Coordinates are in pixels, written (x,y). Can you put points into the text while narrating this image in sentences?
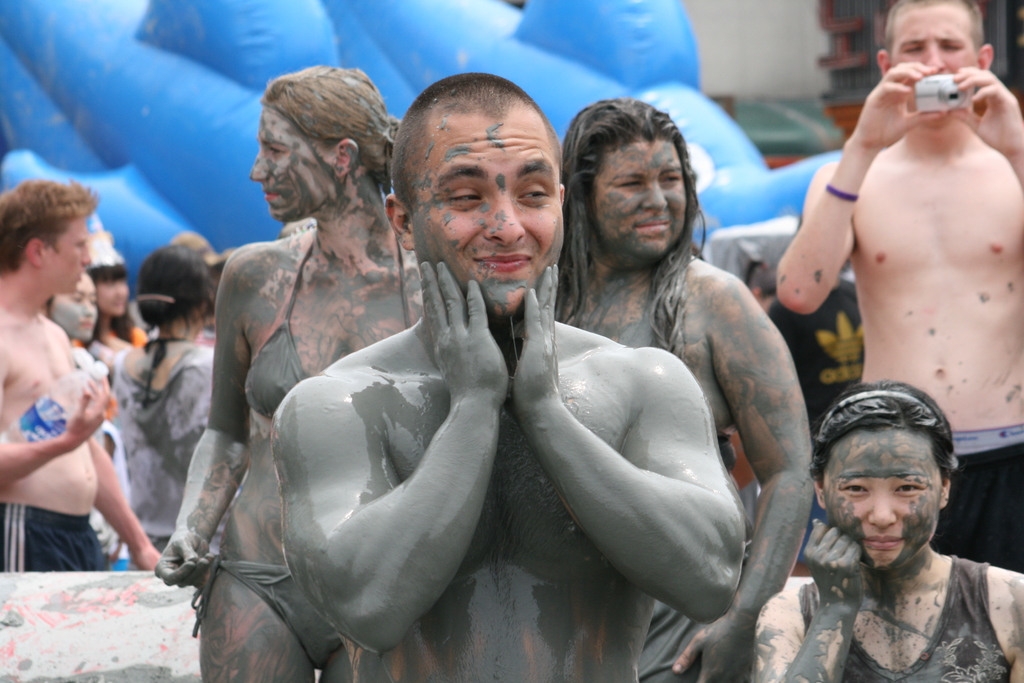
In this picture there are group of people (639,203). On the left side of the image (12,358) there is a person (110,462) standing and holding the bottle (86,385). On the right side of the image (968,369) there is a person (964,384) standing and holding the device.
